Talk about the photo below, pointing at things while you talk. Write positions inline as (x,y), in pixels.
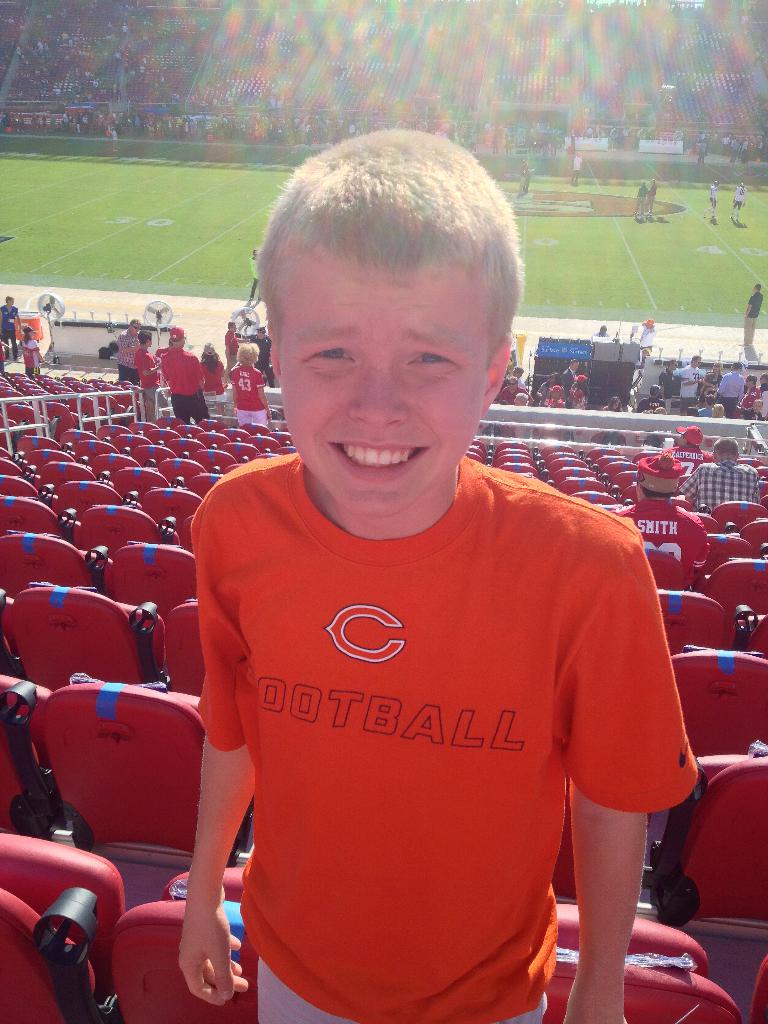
In this image there is a boy (466,651) standing, behind that boy (321,436) there are chairs (556,472), some people (651,485) are sitting on chairs (601,483), in the background (58,235) there is a stadium (538,163).
